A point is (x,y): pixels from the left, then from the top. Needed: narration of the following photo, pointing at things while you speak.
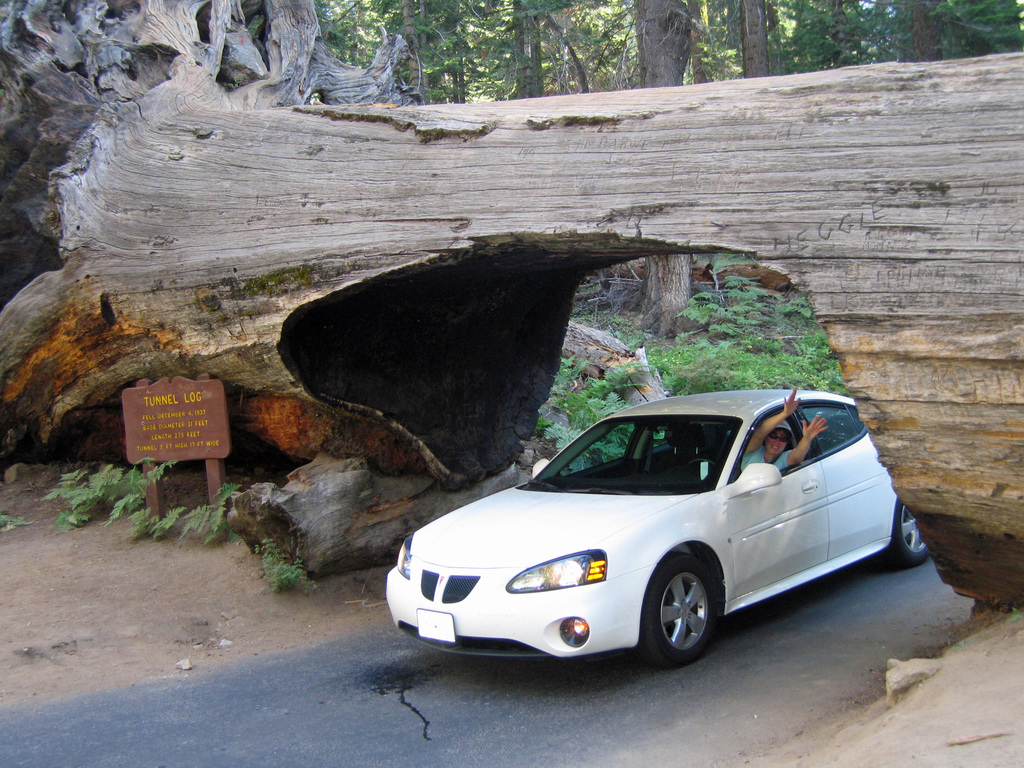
In this image we can see a car (708,556) under a tree trunk (487,197), there we can see a person (762,432) in the vehicle (778,507), a signboard (217,446), few trees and plants (563,427).
